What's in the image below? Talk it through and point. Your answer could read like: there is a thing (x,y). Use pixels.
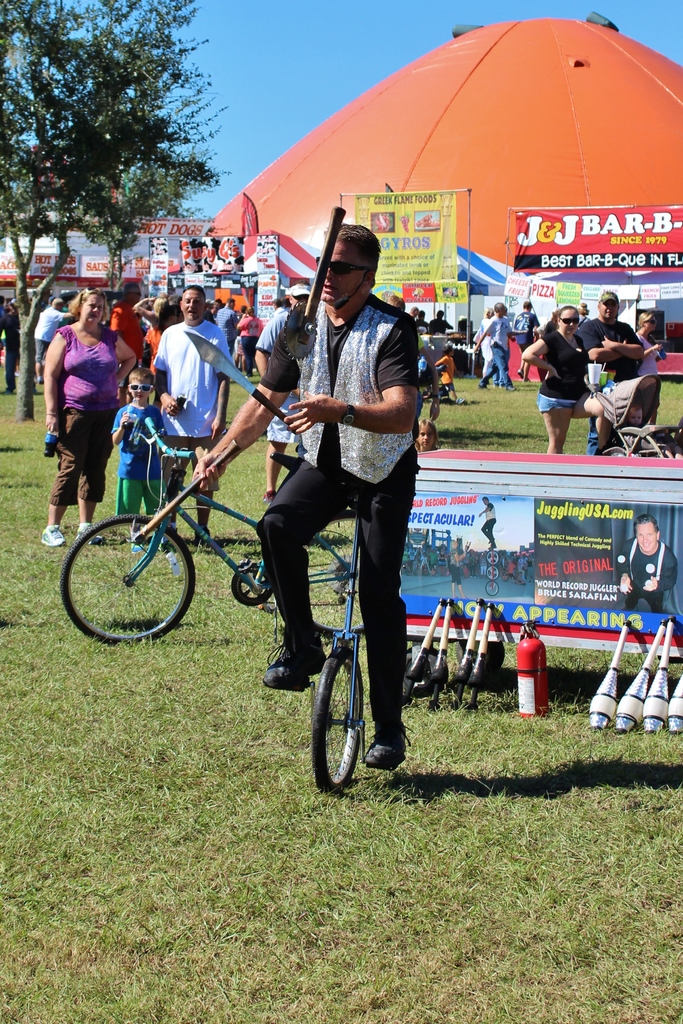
This is looks like an exhibition. Here is a man (391,646) riding cycle (349,693) by holding weapons (273,412) on his hands (304,419). At background (138,402) there are few people (148,313) standing. This is a stroller (617,409). This looks like a poster (500,580) attached to the cabin (543,480). This looks like a bicycle (107,527). This is a tree (77,128). I can see few banners (433,247) hanging. This look like small stalls (455,310). This is orange color rooftop (509,112).
